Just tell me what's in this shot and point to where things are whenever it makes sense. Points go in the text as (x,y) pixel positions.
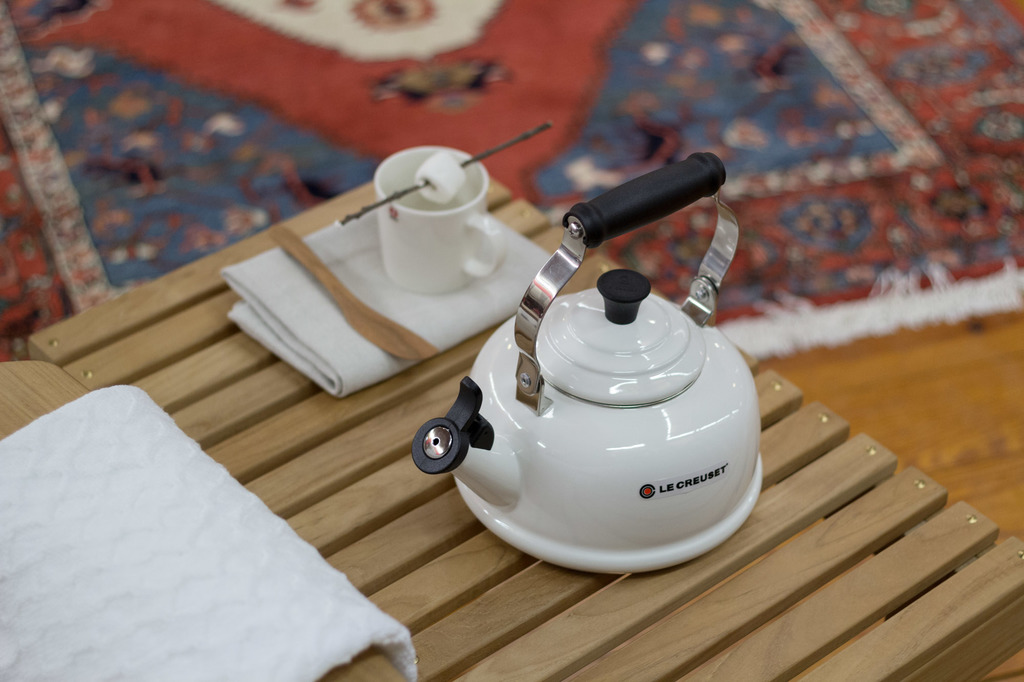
In this picture we can see a table (600,593), on this table (598,580) we can see a kettle (592,560), clothes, spoon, cup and an object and in the background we can see a floor mat (1021,199).
